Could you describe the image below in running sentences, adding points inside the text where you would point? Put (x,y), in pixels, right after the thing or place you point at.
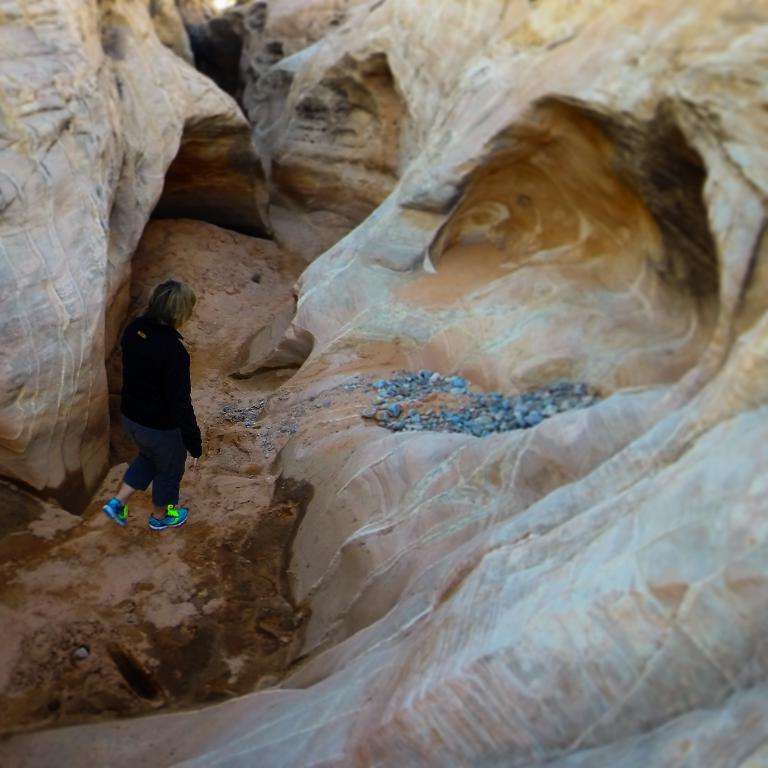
In this image, I can see a person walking on the ground (180,533) and I can see mountains (364,374) and stones (423,384). This image is taken, maybe during a day.
